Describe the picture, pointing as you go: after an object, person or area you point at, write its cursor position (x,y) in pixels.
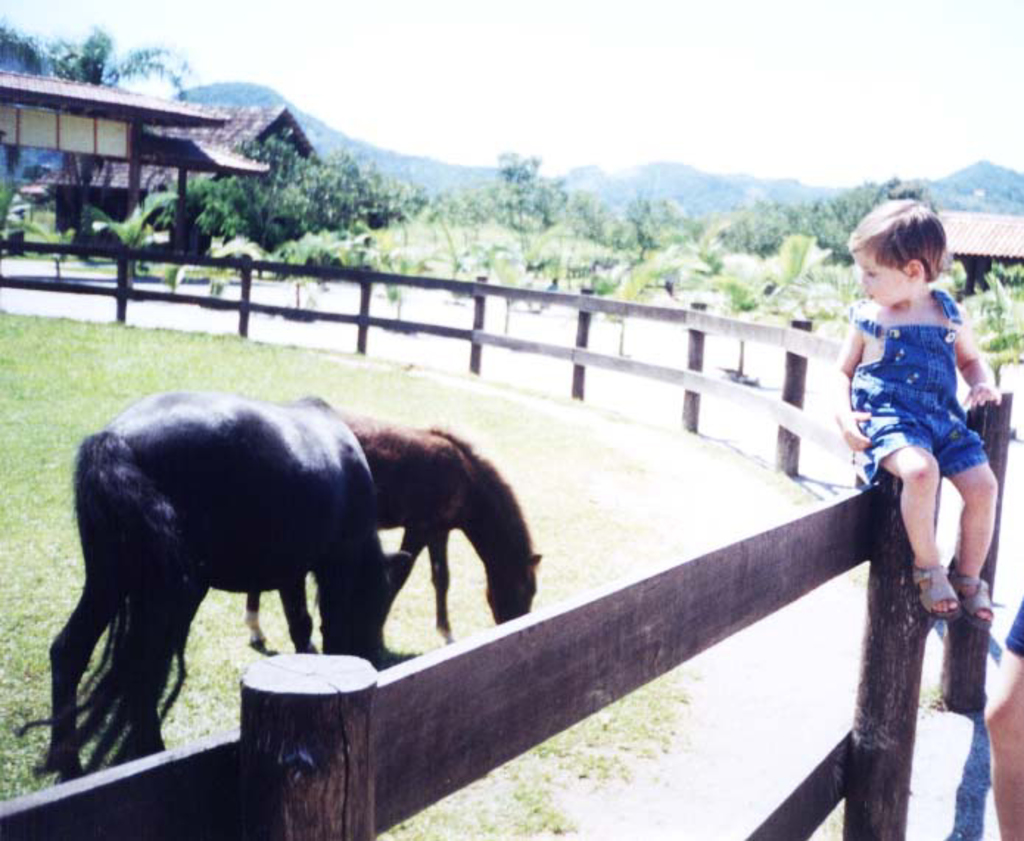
In this image, I can see two horses (359,487) standing. This looks like a wooden fence (400,736). This is the grass (73,419). I think this is a house (231,126). These are the trees (524,226) and plants (599,244). In the background (182,96), these look like the hills (983,171). I can see a boy (906,516) sitting on the wooden fence (871,516). On the right corner of the image (1000,668), I can see a person's hand (1000,686).
